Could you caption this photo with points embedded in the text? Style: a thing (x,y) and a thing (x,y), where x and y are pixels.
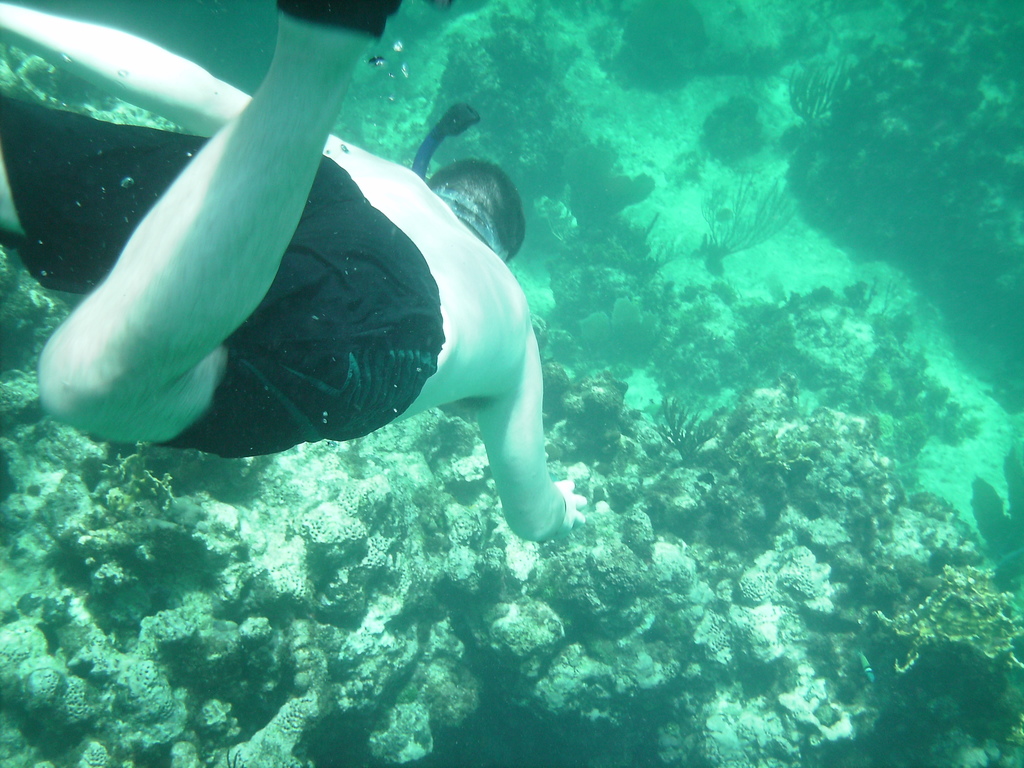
In this picture we can see a person (142,87) and the corals (715,341) in water (527,274).
